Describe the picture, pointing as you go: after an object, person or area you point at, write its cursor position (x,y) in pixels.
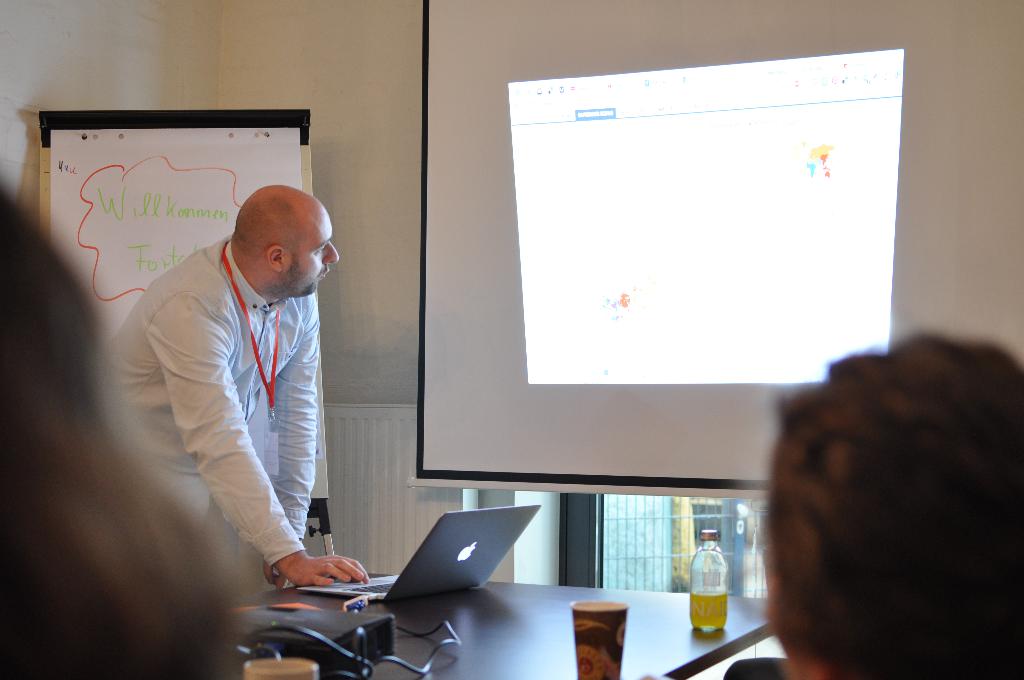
In this picture i could see a person (302,533) standing and working on a laptop (370,588) which is placed on the black colored table (476,644), there are some glasses (593,635), bottles (699,606) and cables (302,636) on the table (466,635), he is seeing to the projected board (701,209). In the left (223,632) and right corner (860,564) i could see some persons head (985,648).
